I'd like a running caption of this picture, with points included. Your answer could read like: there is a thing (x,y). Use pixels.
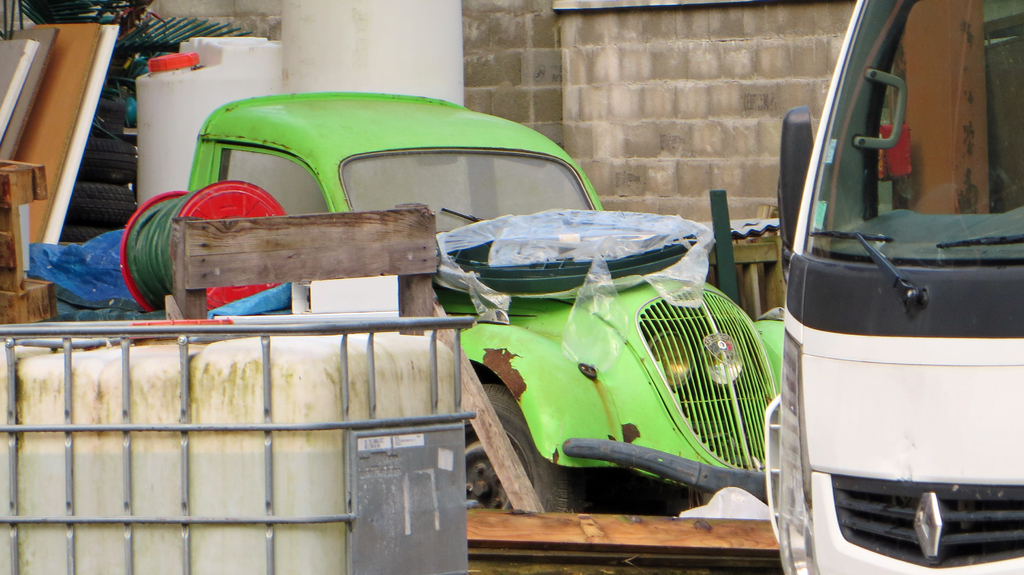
In this image I can see few vehicles (836,183), wooden objects (29,238), few tires (104,147), wall (642,45), iron materials (412,452) and few objects (414,374) around.
